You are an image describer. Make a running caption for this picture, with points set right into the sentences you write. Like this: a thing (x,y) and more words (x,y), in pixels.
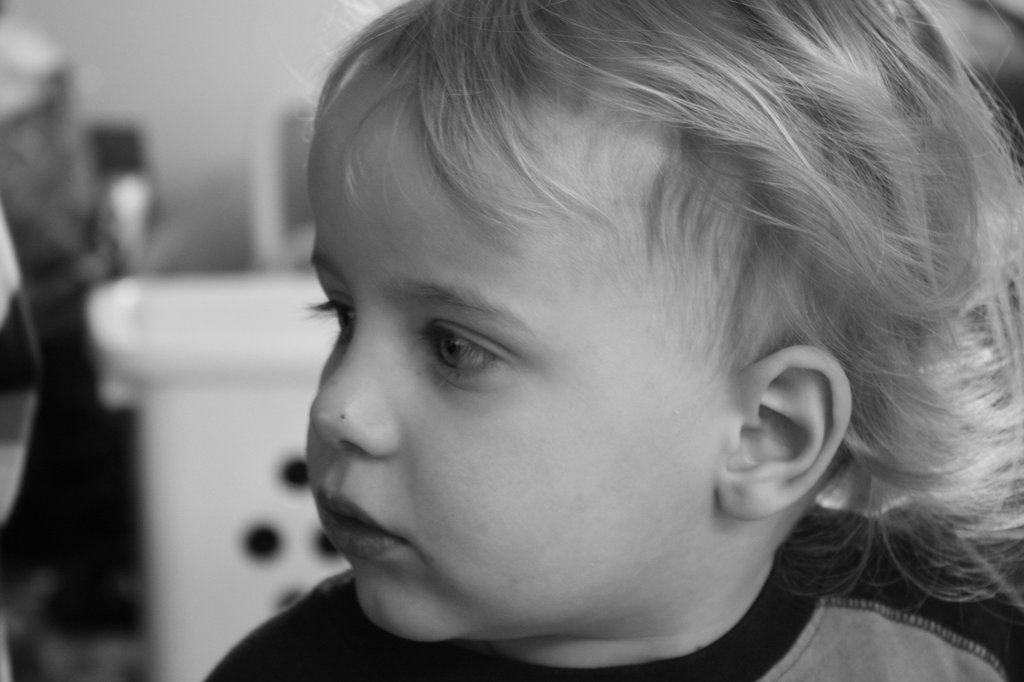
As we can see that, this is an black and white image and there is a boy (834,43) in it and the boy (350,557) is wearing a t-shirt (1014,630).
